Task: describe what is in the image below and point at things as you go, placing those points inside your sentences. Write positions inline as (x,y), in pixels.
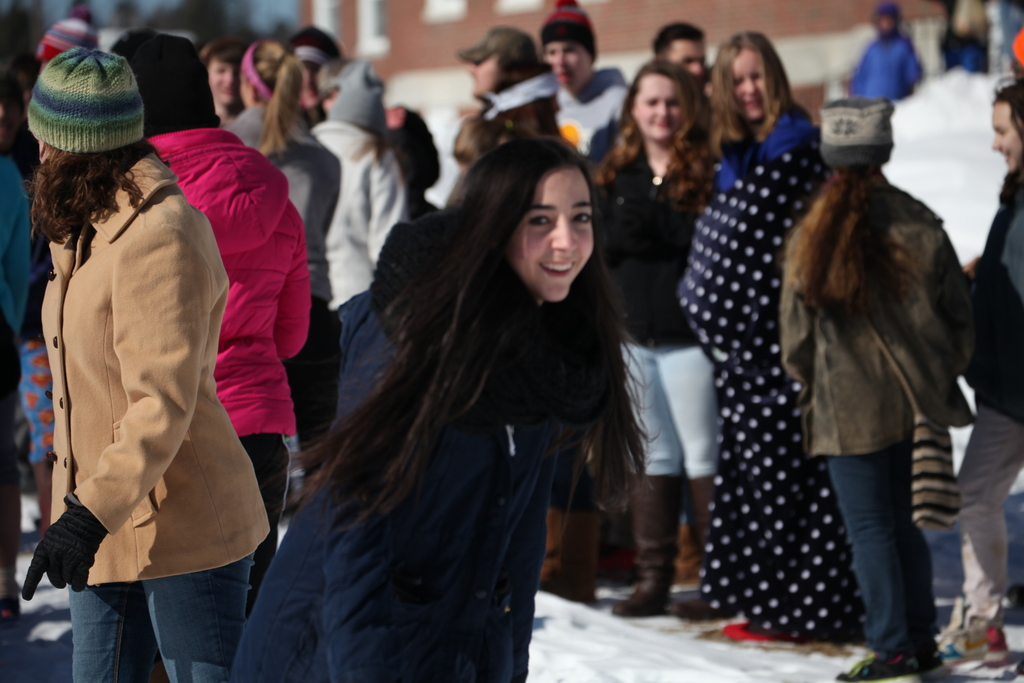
In this picture we can see a few people (547,216) in snow (735,682). There is a building (366,46) in the background (366,46).
